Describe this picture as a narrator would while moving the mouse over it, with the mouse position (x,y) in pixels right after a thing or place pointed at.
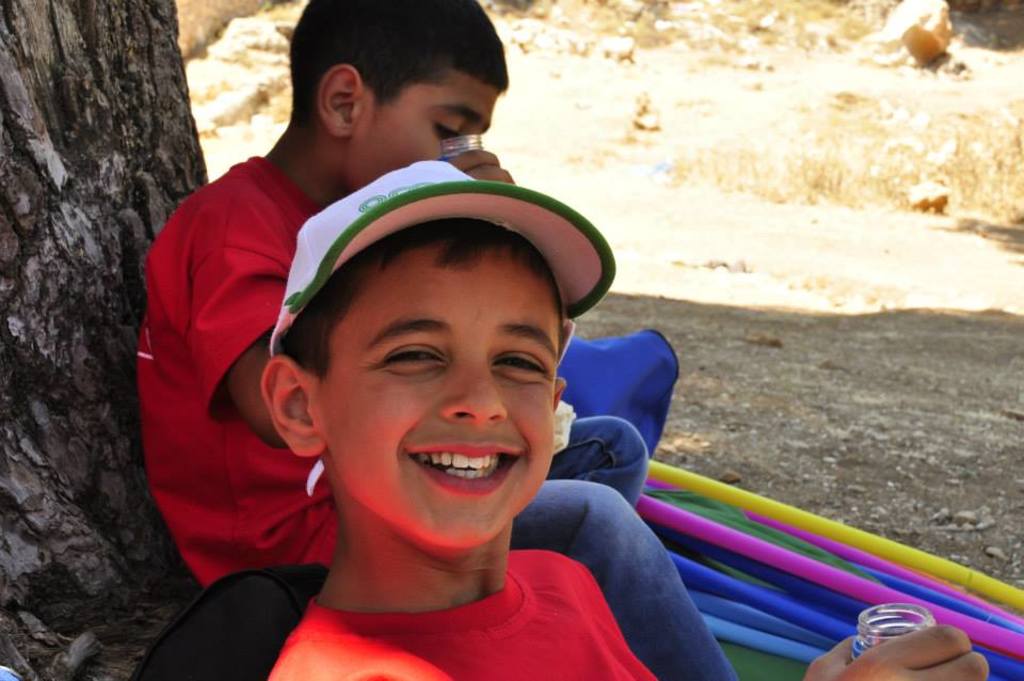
In this image there are two kids (489,493) sitting on the ground (805,130) and holding a bottles (445,157) as we can see in the middle of this image (478,366). There is a trunk (119,293) on the left side of this image (59,292) and there is some grass (815,194) on the right side of this image (884,183). There are some objects (804,543) kept on the ground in the bottom of this image (767,556).
